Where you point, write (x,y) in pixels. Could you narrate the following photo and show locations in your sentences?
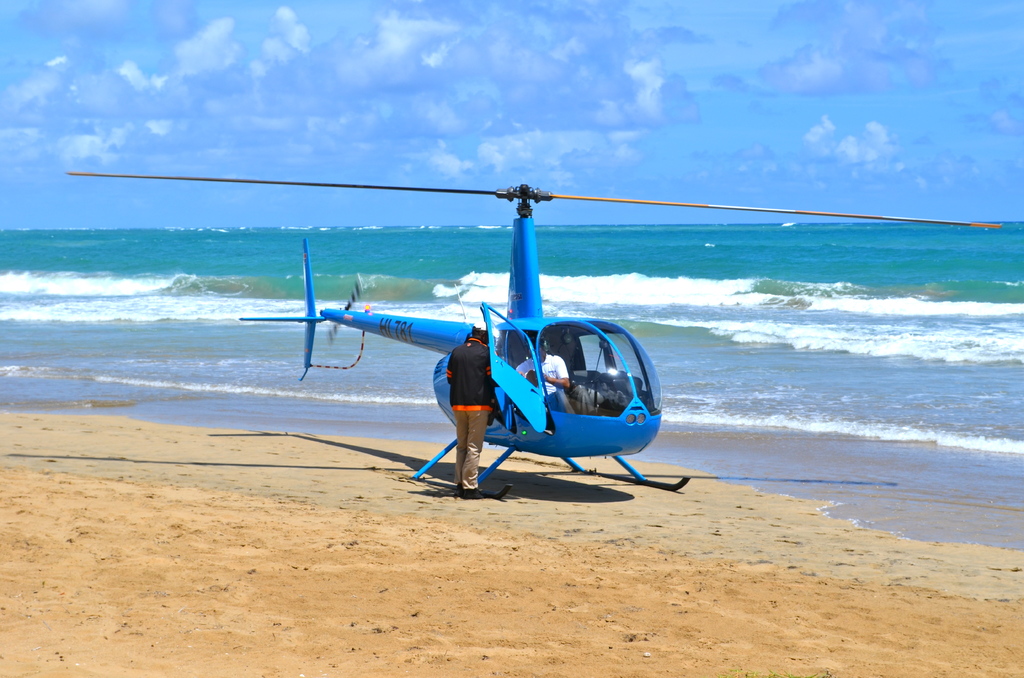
In this image we can see there is a helicopter (570,335) and there is a person (544,357) in it, in front of that there is a person (482,384) standing. In the background (945,210) there is an ocean (554,244) and the sky (445,76).
